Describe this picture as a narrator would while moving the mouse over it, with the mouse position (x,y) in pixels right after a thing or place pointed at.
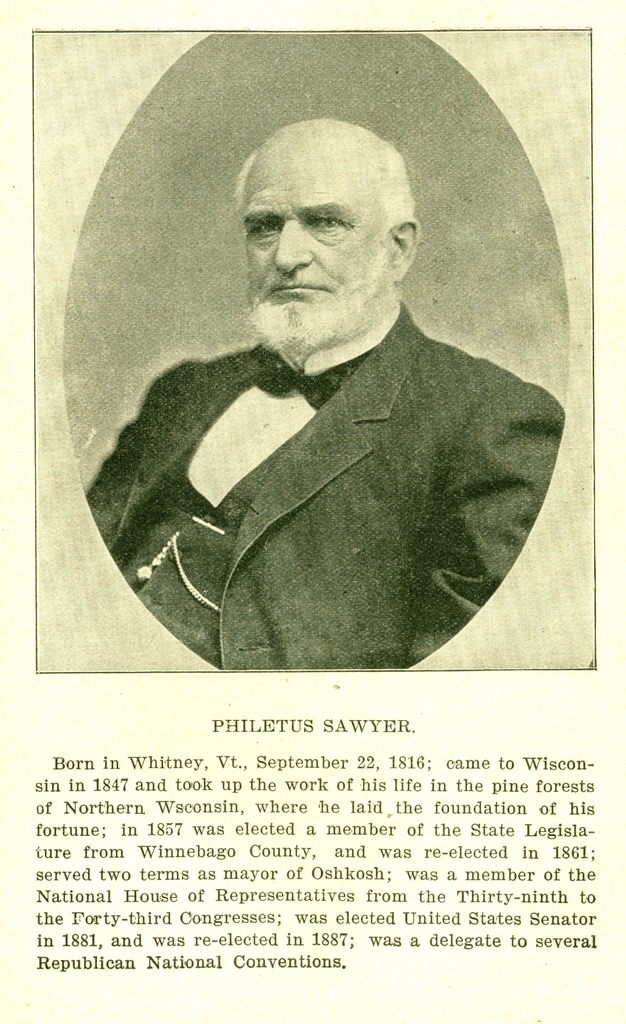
This is a picture of a page (298,844). In this picture we can see a man (306,503) wearing a blazer (258,520). At the bottom portion of the picture (74,959) we can see some information (74,959).
